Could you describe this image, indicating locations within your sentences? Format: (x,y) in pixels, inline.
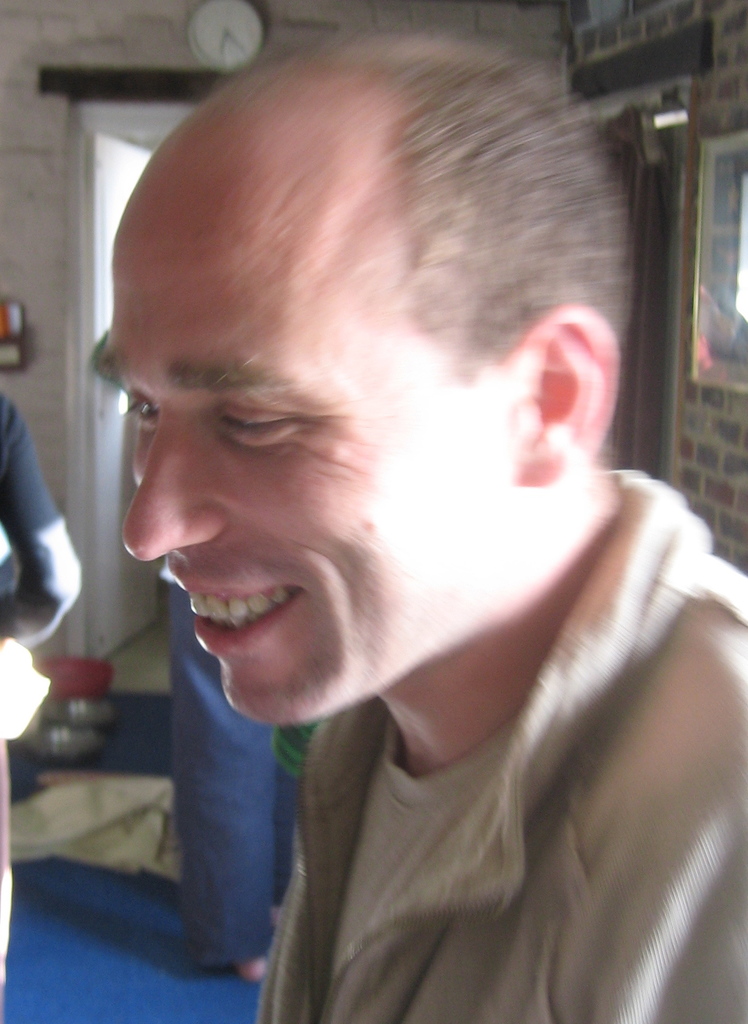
In this image I can see few people (412,591) around. In front (534,770) I can see a person (533,846) wearing cream dress (533,846). Back I can see a watch (257,48) and frame (712,169) is attached to the wall (723,118). I can see a white wall (58,186) and a white door (102,206).
